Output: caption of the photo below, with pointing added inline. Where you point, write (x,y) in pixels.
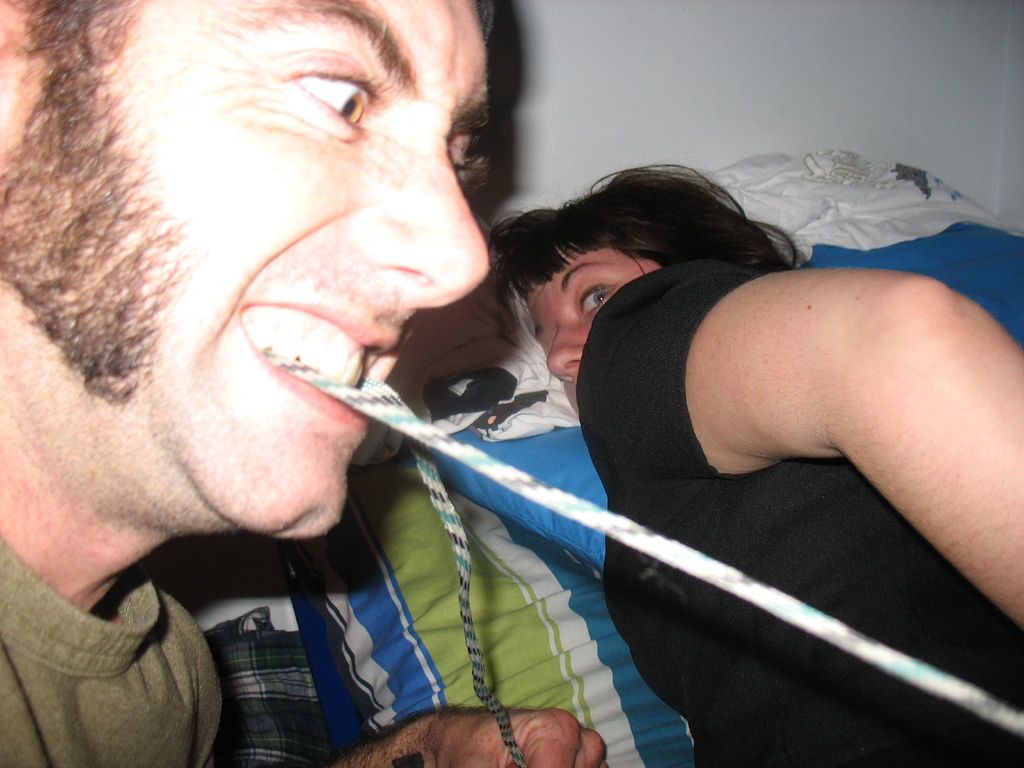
In this picture we observe a guy (230,509) who is holding a thread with the mouth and in the background (633,440) we observe a woman (598,388) lying on the bed (516,371).
